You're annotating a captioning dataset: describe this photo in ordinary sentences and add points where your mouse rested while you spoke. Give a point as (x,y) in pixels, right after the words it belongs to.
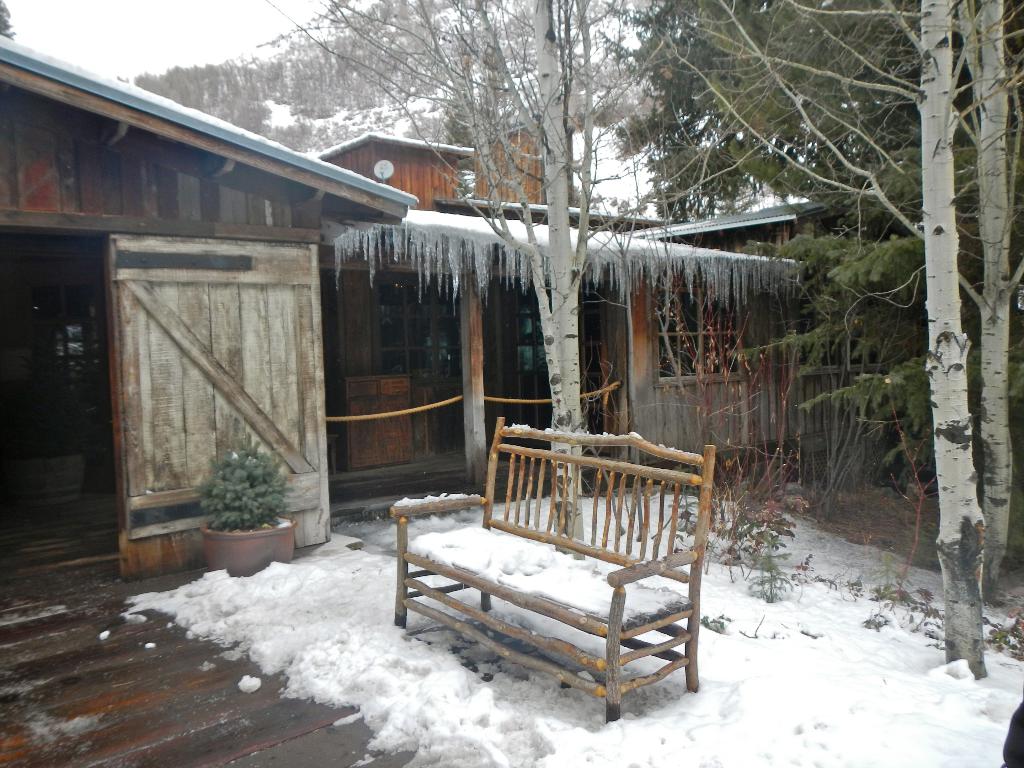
At the foreground of the image (540,569) there is snow (602,725) and a bench (530,636) and at the background of the image (428,451) there are some houses (299,356), trees (763,85), flower pots (240,552) and some snow mountains (289,111).
